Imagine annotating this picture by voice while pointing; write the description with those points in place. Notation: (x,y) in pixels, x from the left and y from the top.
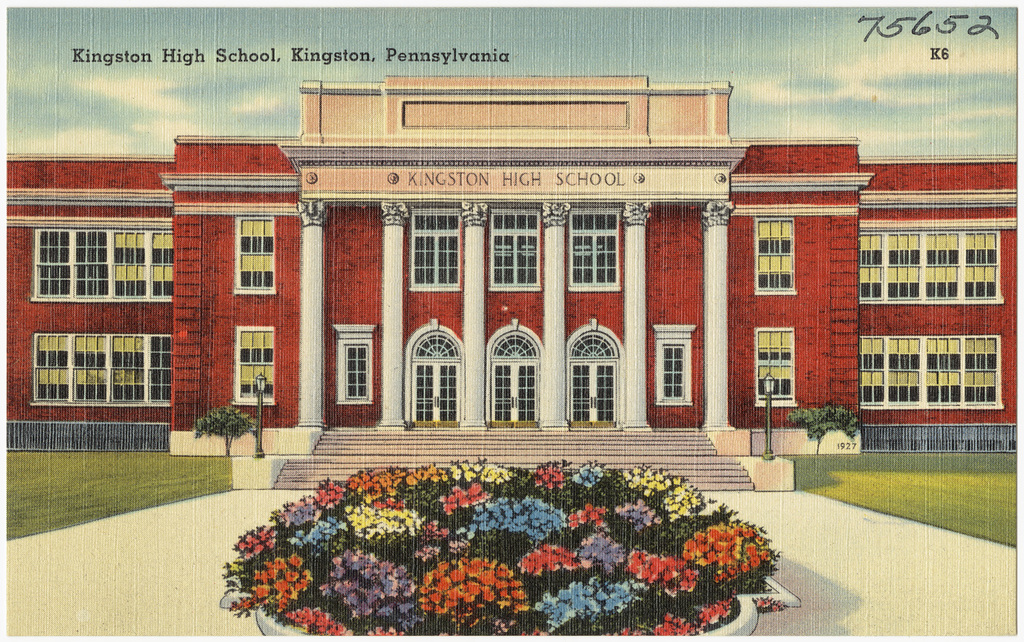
In the picture we can see a painting (1004,610) of the school building (908,173) with many windows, doors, and near the building (517,161) we can see some steps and near it, we can see a path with a group of plants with flowers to it and on the two sides of the path (1007,632) we can see a grass surface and behind the building (447,260) we can see the sky (30,84) with clouds (795,124) and name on it as a Kingston high school, Kingston, Pennsylvania.
